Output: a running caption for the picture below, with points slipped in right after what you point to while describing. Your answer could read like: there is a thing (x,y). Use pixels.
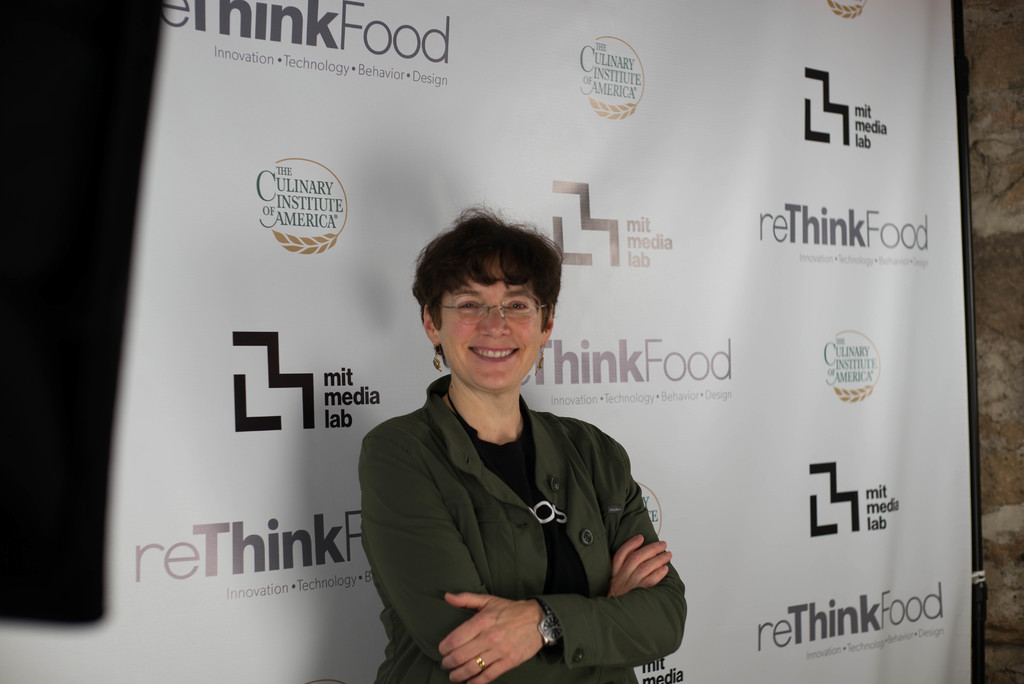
In this picture I can see there is a woman (485,365) standing, she is wearing a coat (625,637), spectacles (518,315) and she is smiling. There is a banner (647,108) in the backdrop (736,326) and there is something written on it.
